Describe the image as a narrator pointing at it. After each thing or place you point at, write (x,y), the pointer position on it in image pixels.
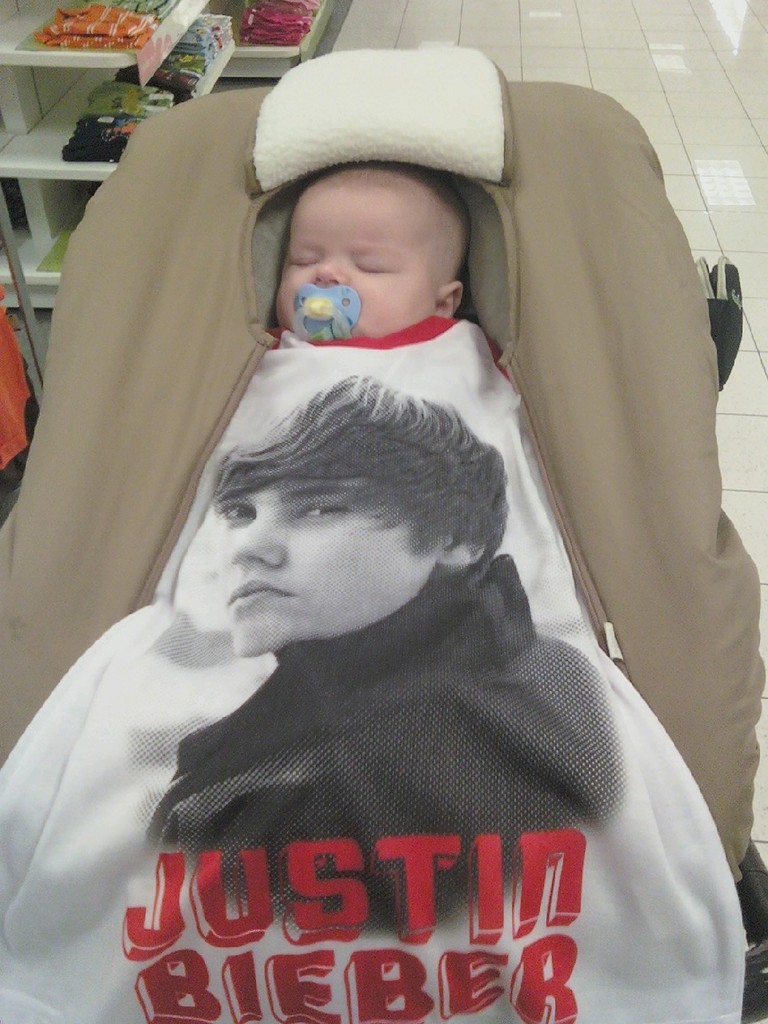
There is a baby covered with cloth (420,456) in the foreground area of the image (356,228). There are clothes (192,54) on the racks (21,68) in the background (223,18).
